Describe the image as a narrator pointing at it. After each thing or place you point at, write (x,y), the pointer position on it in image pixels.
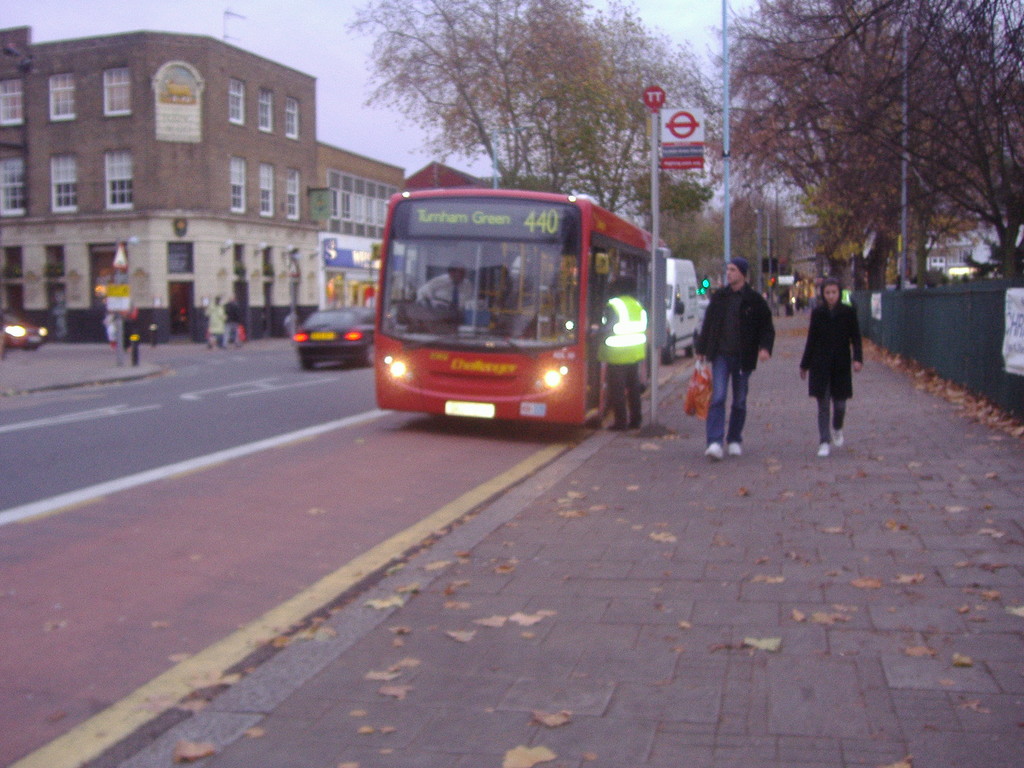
In this image there are vehicles (453,351) on the road (236,510) and we can see people (706,323). There are poles (655,119) and boards (694,159). On the right (974,350) there is a fence (966,311) and we can see trees (618,119). There are buildings (180,168). In the background (374,102) there is sky (369,47).
